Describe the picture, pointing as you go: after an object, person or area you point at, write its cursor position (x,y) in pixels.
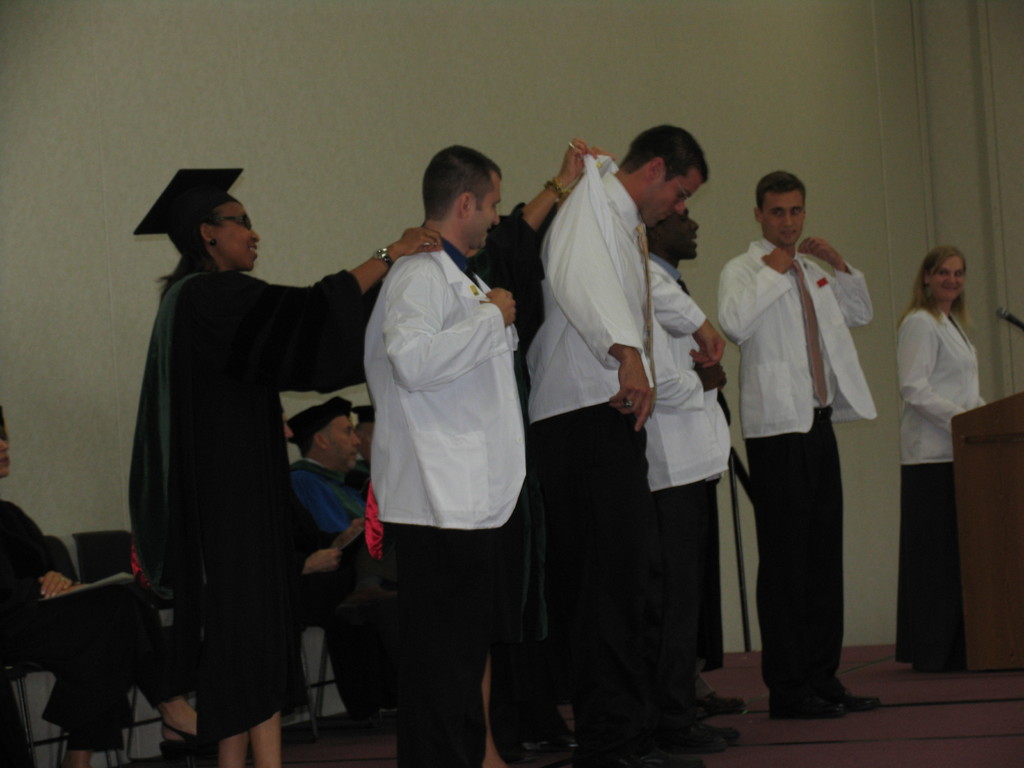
In this image I can see on the right side (934,308) there is a woman (947,397) standing and laughing. She is wearing the white color coat (933,375), in the middle (421,486) few men (644,302) are wearing the white color coats (386,445). On the left side (223,492) there is a woman (256,429) in black color coat (242,448) and cap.
